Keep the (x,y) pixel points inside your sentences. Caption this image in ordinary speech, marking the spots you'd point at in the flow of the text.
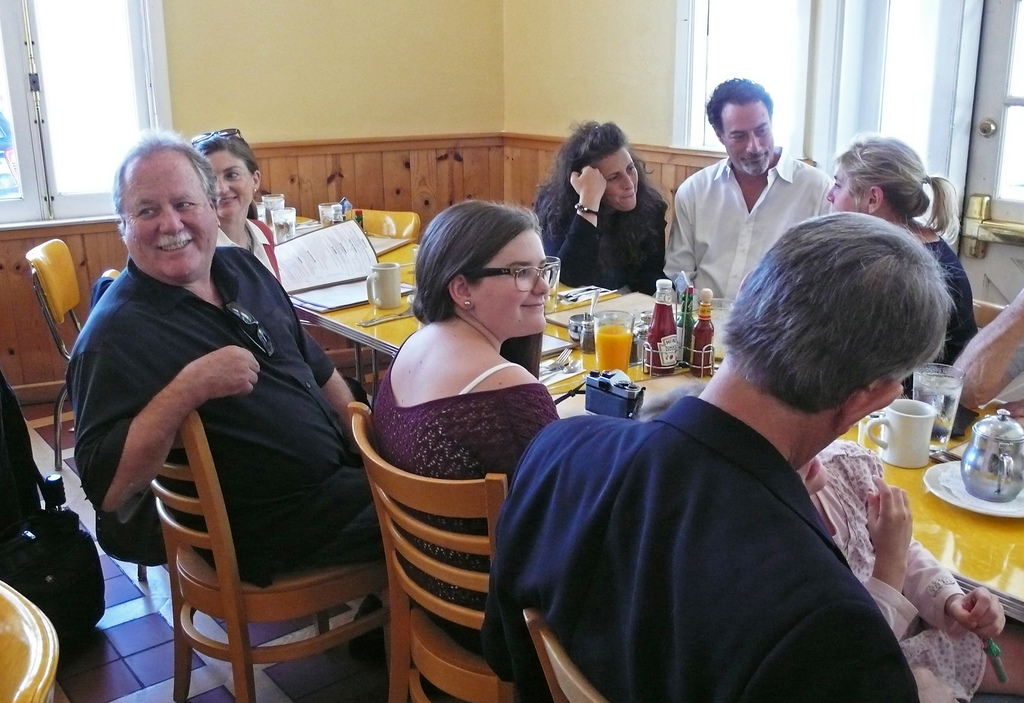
There are some people (852,180) gathered at a table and talking to each other.
